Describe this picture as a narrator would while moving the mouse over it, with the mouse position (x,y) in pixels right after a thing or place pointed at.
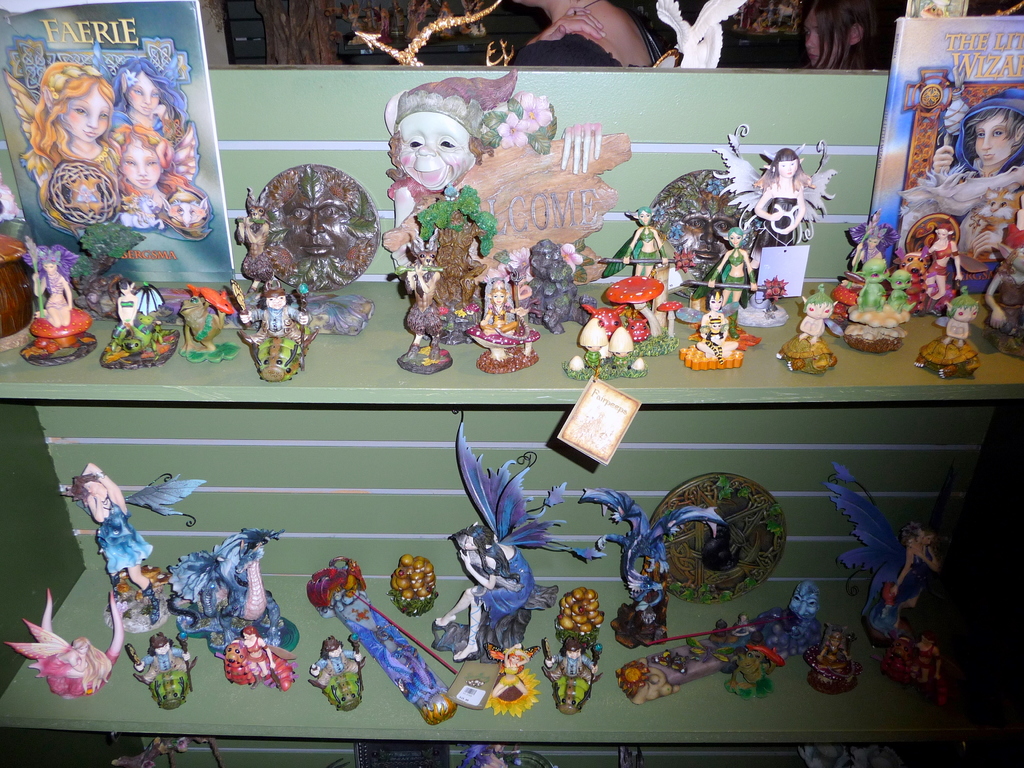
In this image we can see two people (565,51), some objects (435,158) are on the surface (293,590) and so many toys (756,229) and some different objects (165,24) are on the table (43,558).
